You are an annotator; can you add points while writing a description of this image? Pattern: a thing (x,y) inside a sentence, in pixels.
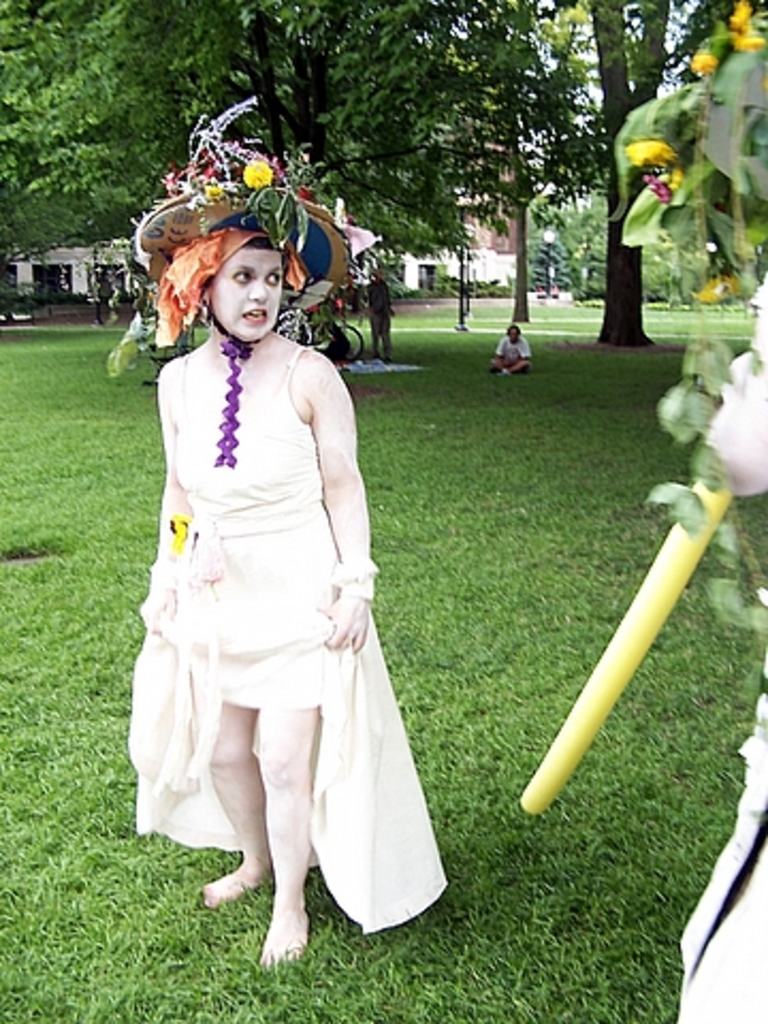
In the picture we can see a woman (224,618) standing on the grass surface (595,640), she is wearing a white dress (253,602) and white makeup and a hat (165,280) which is decorated with some leaves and in the background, we can see some trees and some persons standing and one is sitting on the surface (489,459) and behind we can see a building (63,250).
